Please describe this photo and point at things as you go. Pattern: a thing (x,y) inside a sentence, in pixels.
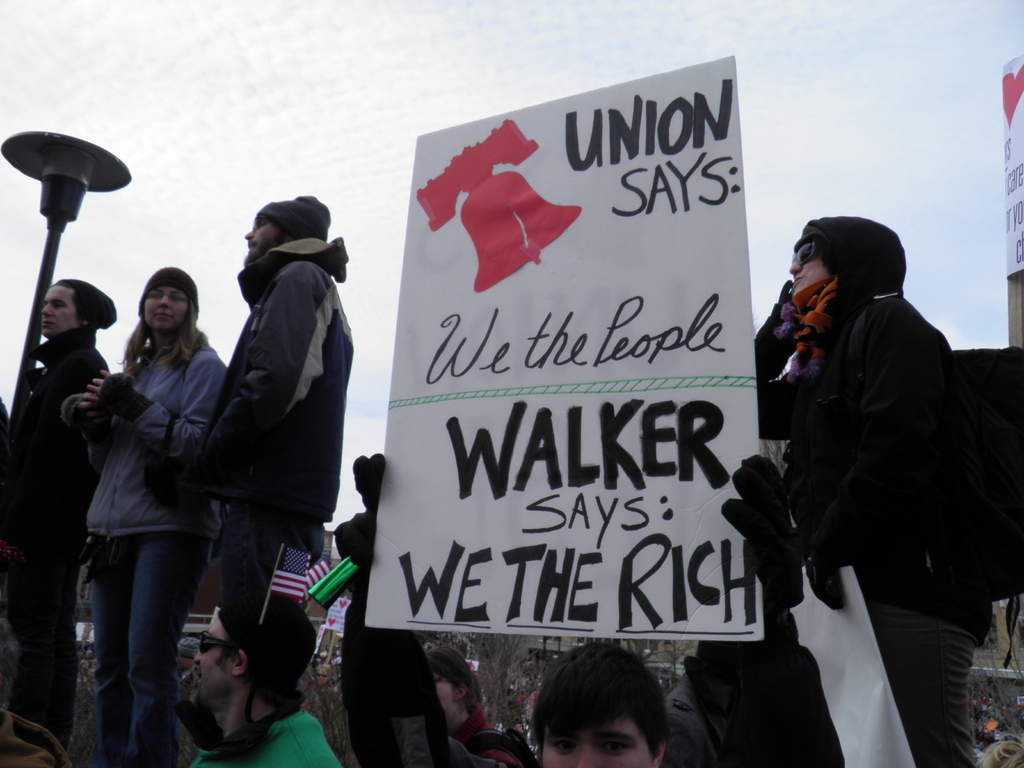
In this image we can see a group of people (328,492) standing. In that a man (571,746) is holding a board (573,612) with some text (637,586) on it. On the backside (358,260) we can see a street lamp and the sky (273,99) which looks cloudy.
